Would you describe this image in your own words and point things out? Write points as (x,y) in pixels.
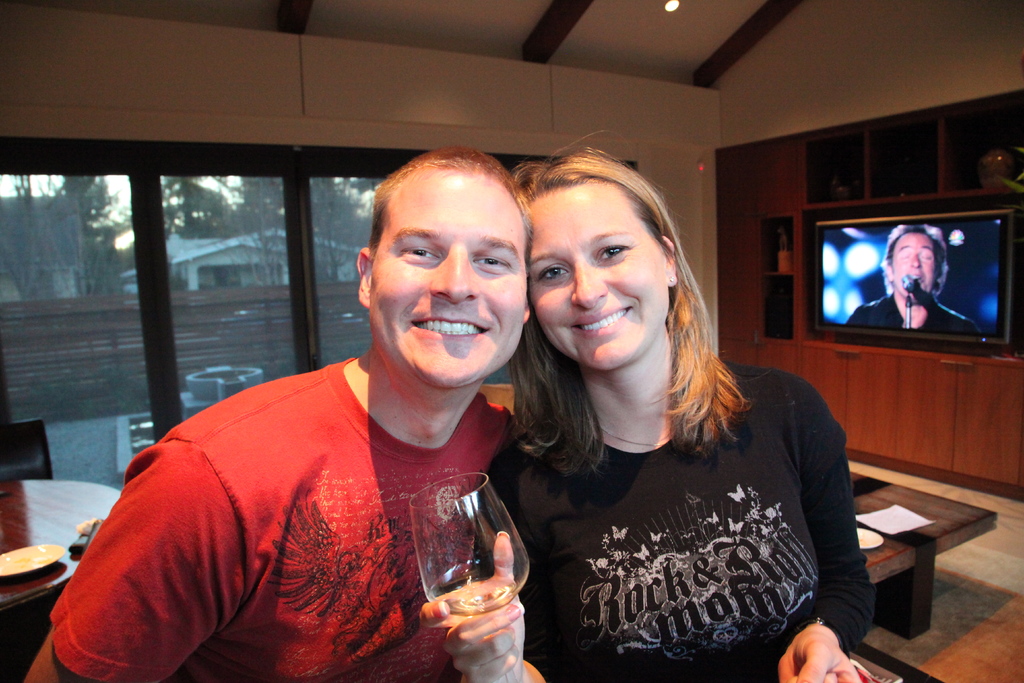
In this picture there is a man (418,430) and a woman (653,513). Both of them are smiling. woman (539,555) is holding a glass (481,543) in her hand (466,624). In the background (885,274) there is a TV (896,288), table (926,541) and a wall (323,133) here.
